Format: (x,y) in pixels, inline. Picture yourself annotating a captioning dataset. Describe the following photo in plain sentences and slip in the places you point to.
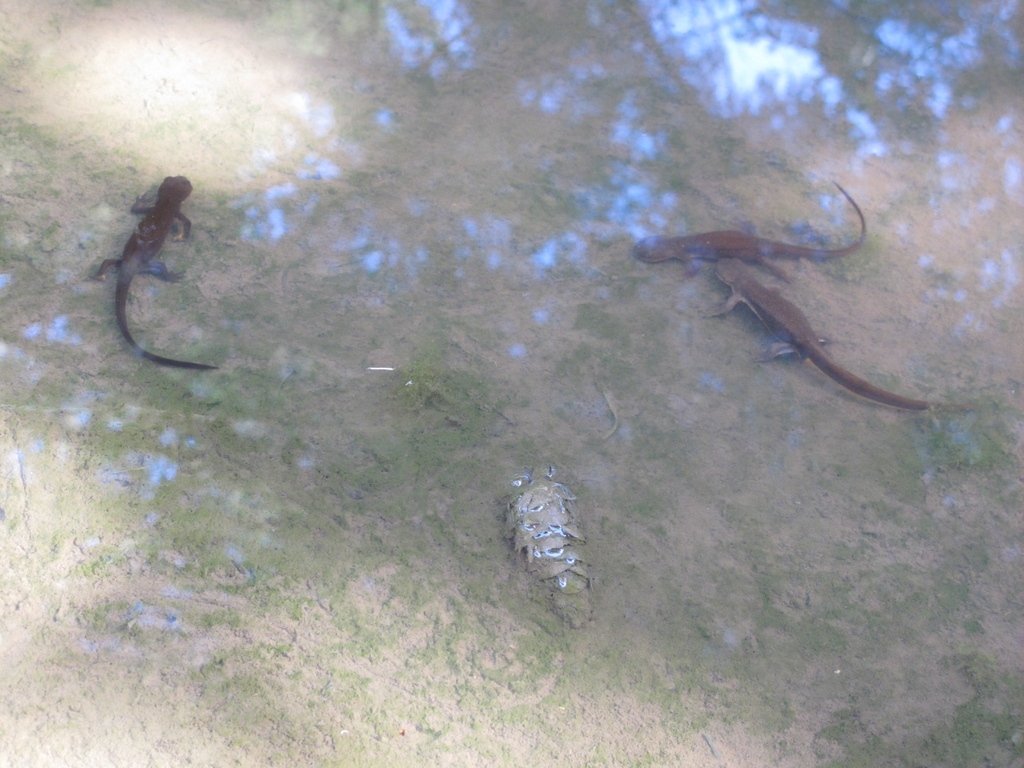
This image consists of newts (718,235) on the ground (267,519). And there is water (252,482).
